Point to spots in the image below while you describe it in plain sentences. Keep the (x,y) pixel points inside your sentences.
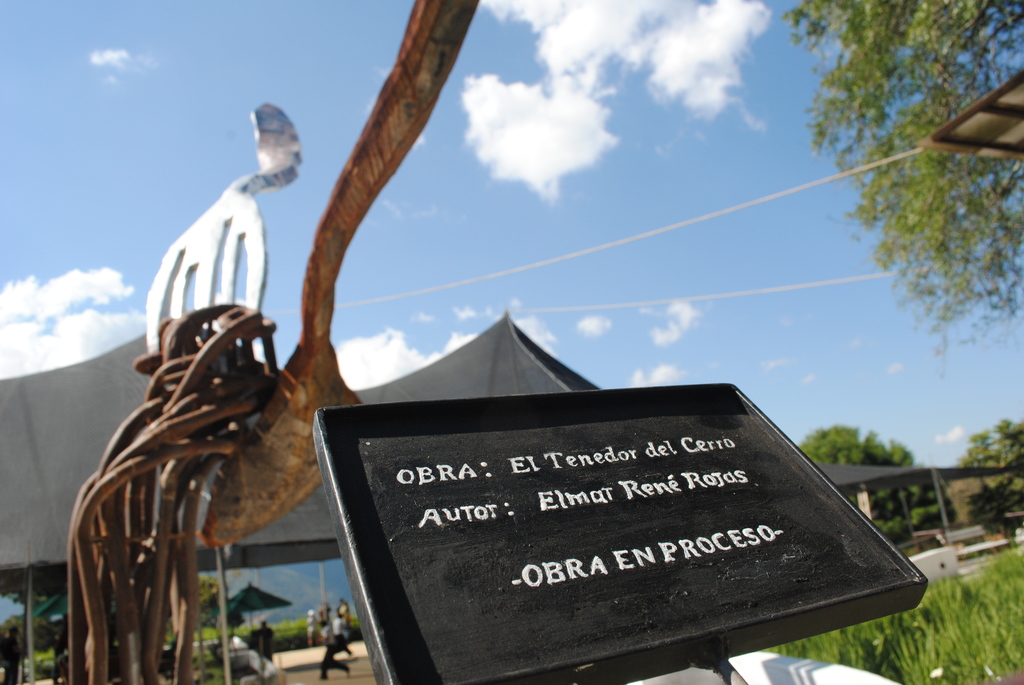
In this image there is the sky (624,164) towards the top of the image (629,179), there are clouds (574,103) in the sky (599,104), there are persons (326,626), there are plants (978,617) towards the bottom of the image (968,609), there is a tree (887,132) towards the right of the image (936,196), there are plants (39,631) towards the left of the image (48,653), there is tent (326,554) towards the left of the image (22,439), there is a board (469,434) towards the bottom of the image (574,528), there is text (557,474) on the board (579,479), there is an object (205,448) towards the bottom of the image (154,644), there are ropes (560,309), there is an object (997,126) towards the right of the image (986,135).
